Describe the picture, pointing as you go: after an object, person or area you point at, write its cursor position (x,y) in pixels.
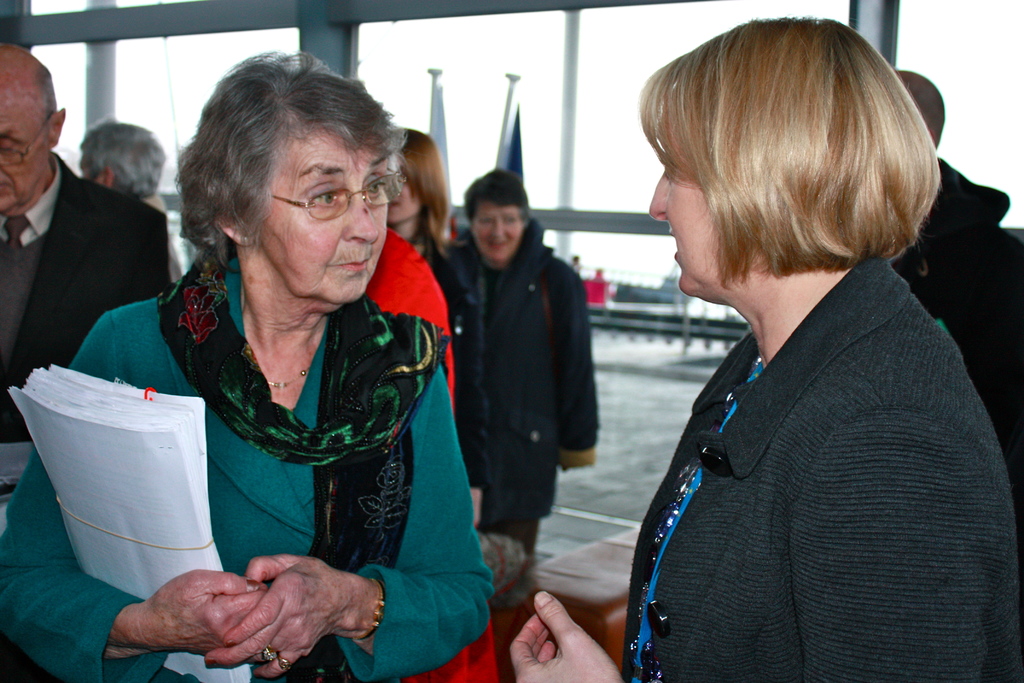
In the picture I can see a group of people (345,431) are standing on the floor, among them the woman (315,493) on the left side (192,538) is holding some objects (157,564) in hands (314,559). In the background (480,142) I can see framed glass wall (486,130), the sky (539,163) and some other things (512,83). The background of the image (581,245) is blurred.
